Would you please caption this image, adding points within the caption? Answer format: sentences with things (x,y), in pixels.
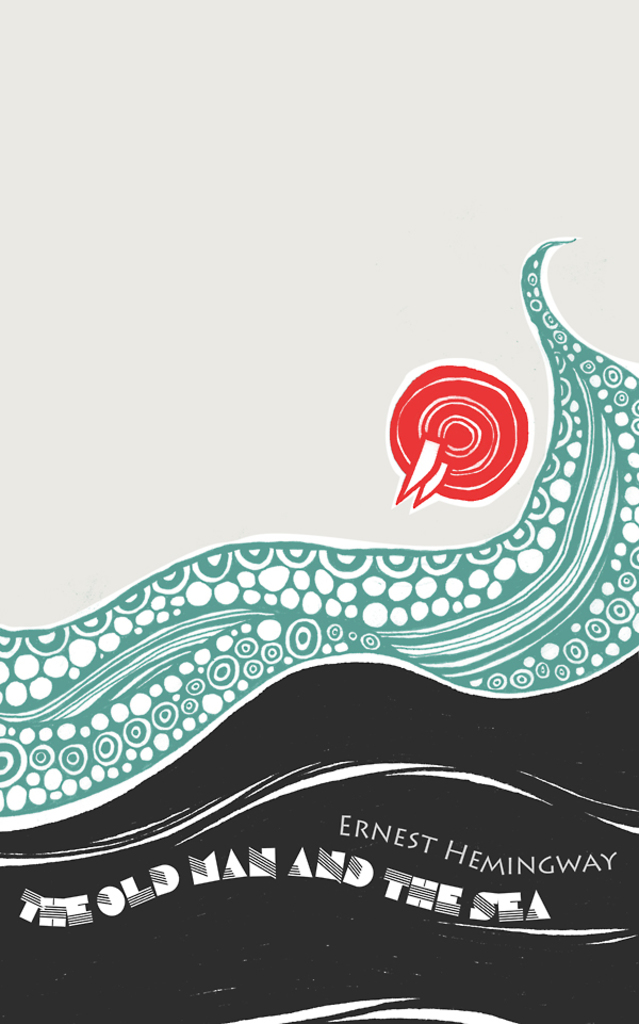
This is an animation. On the right side of the image (442,459) we can see a logo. At the bottom of the image (258,873) we can see the text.
